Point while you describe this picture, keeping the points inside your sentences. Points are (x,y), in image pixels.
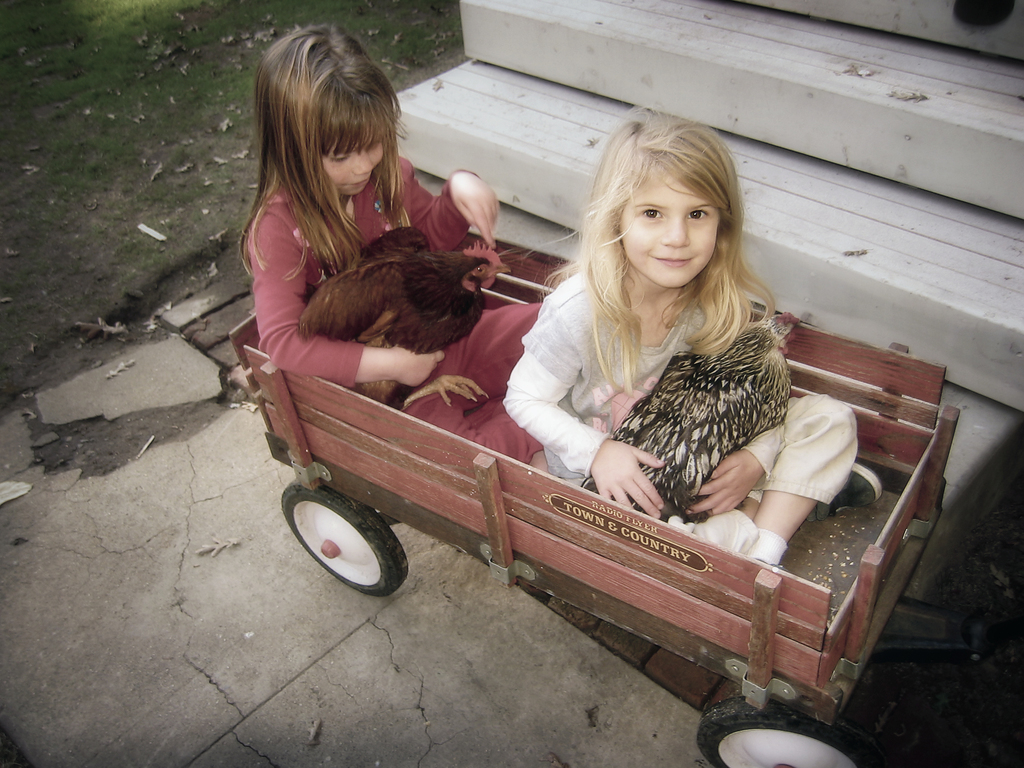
In this image, there are a few people (531,381) and hens (682,412) sitting on an object (402,554). We can see the ground (158,506) with some grass (196,175) and some stairs (907,141).
